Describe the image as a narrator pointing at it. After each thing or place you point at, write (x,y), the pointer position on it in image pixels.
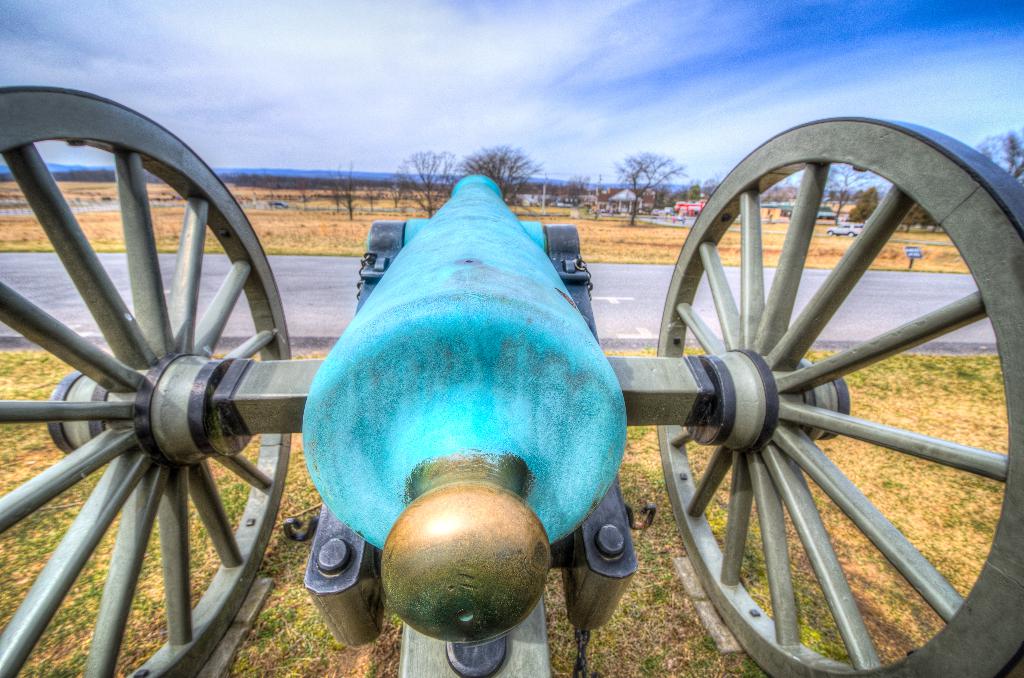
In this picture we can see a cannon (1011,230) on the grass (552,640). There is a road (960,275). We can see a few plants (300,189), vehicles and houses (629,193) in the background (637,182). Sky (655,75) is blue in color and cloudy.
